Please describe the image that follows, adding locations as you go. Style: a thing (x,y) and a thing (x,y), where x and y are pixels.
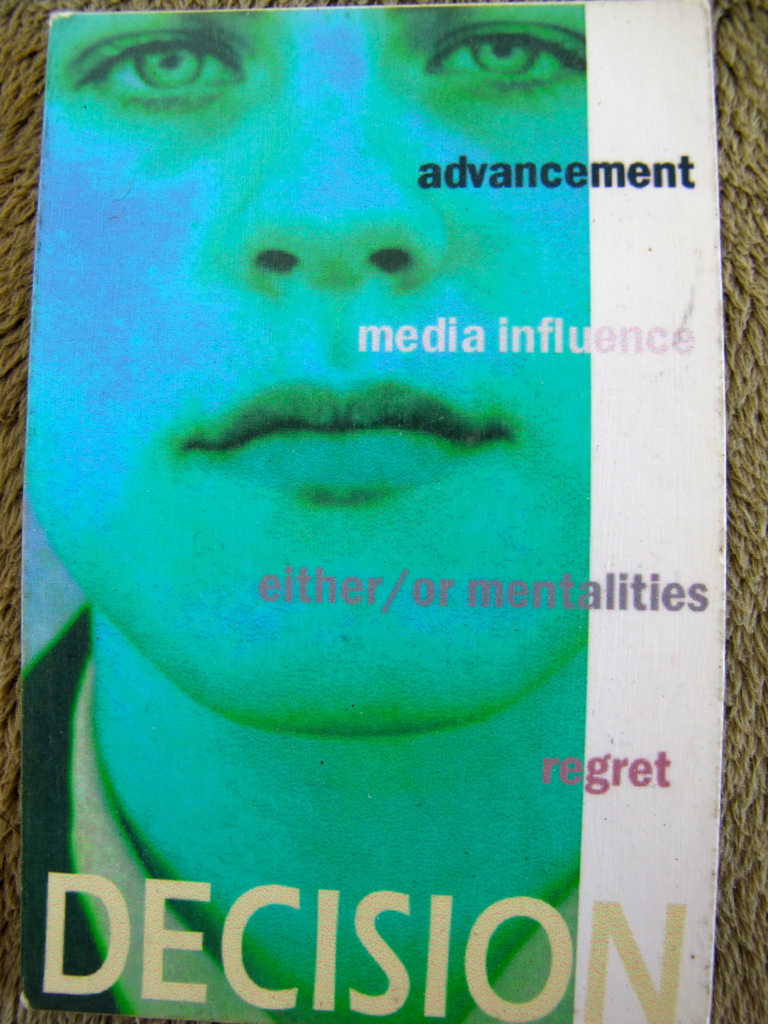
In this picture I can observe cover page (364,157) of a book (517,460). There is a face (327,173) of a person (153,274) in the cover page (196,378). I can observe some text (196,991) in the cover page (525,603).
